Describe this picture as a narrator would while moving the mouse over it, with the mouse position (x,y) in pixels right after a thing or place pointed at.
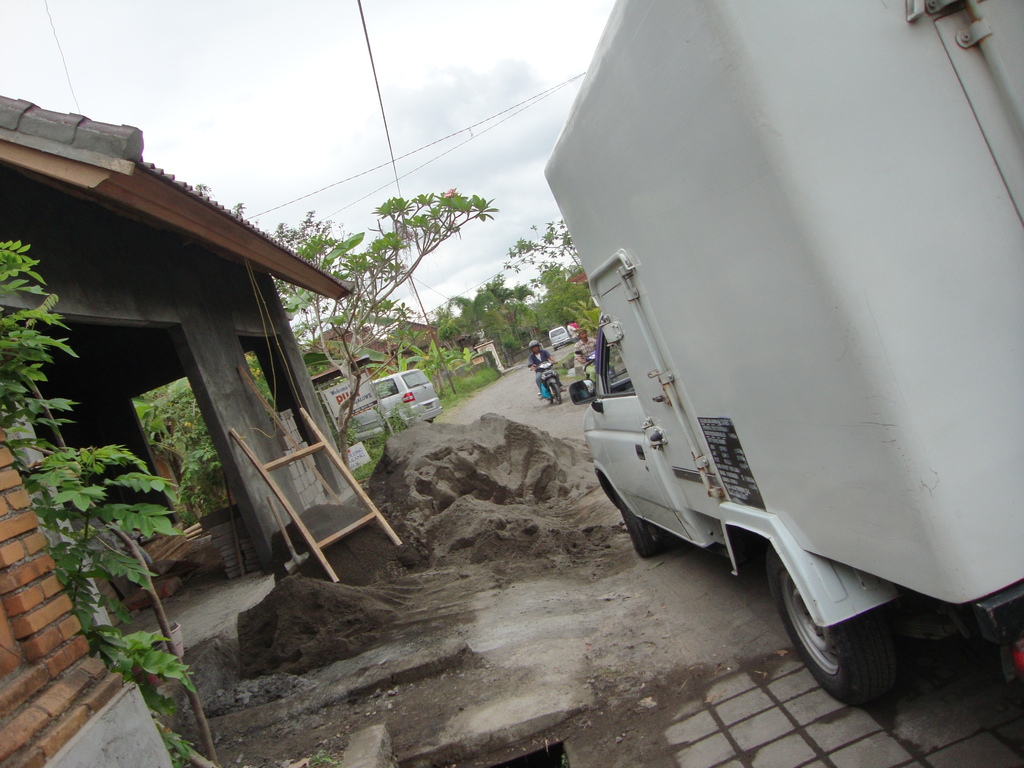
On the right side of the image (735,363) we can see one vehicle (821,357), which is in white color. In the background (384,24), we can see the sky (288,38), clouds (356,86), wires (382,113), trees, vehicles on the road (562,420), buildings (208,329), sand (558,472), plants (42,358), plant pots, one wooden object (350,485), one banner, one pole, one pillar (5,474), one person (538,361) is riding a bike (556,388) and a few other objects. On the banner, we can see some text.
